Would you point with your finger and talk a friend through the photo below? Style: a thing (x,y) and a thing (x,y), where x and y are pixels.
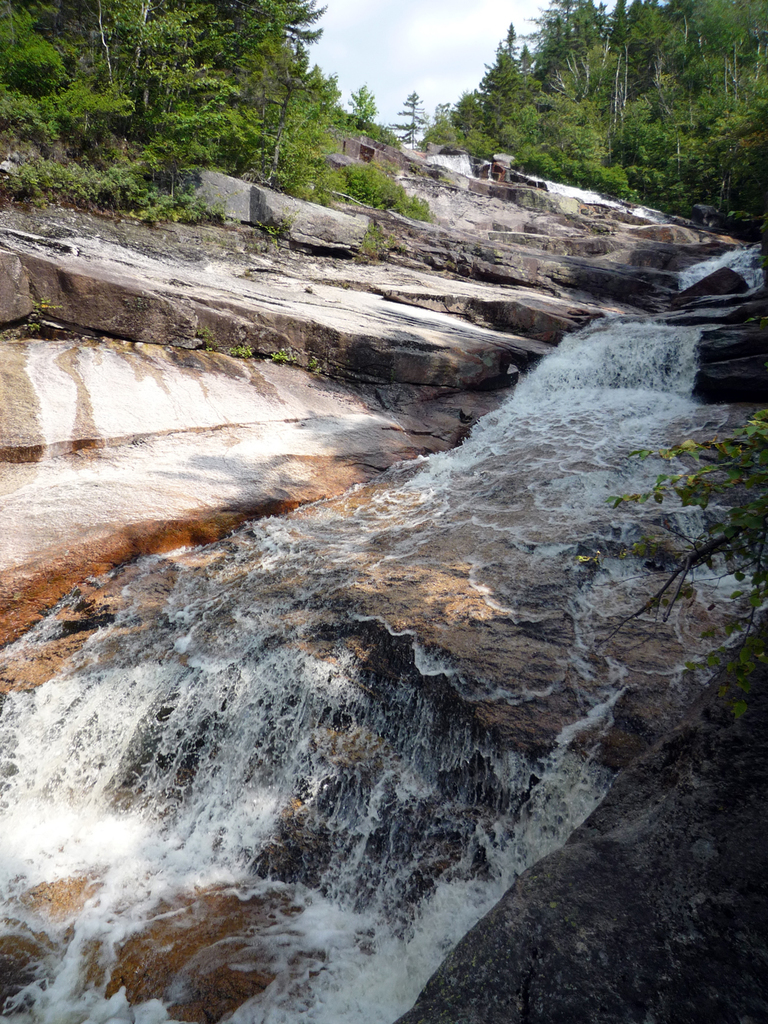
In this image we can see rocks (467,427), water (321,655), plants (335,180), trees (509,131), sky (432,52) and clouds (415,53).
